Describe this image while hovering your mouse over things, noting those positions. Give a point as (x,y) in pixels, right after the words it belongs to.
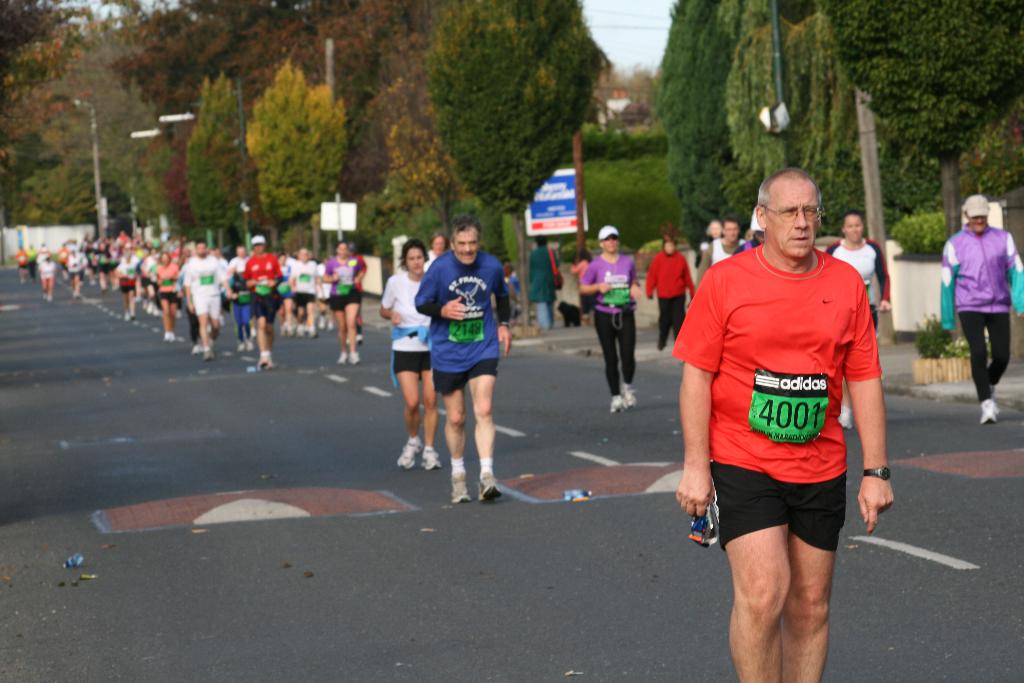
In this image we can see people (324,265), road (280,440), poles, boards (570,213), wall (74,233), plants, and trees (913,76). In the background (642,43) there is sky (646,55).
